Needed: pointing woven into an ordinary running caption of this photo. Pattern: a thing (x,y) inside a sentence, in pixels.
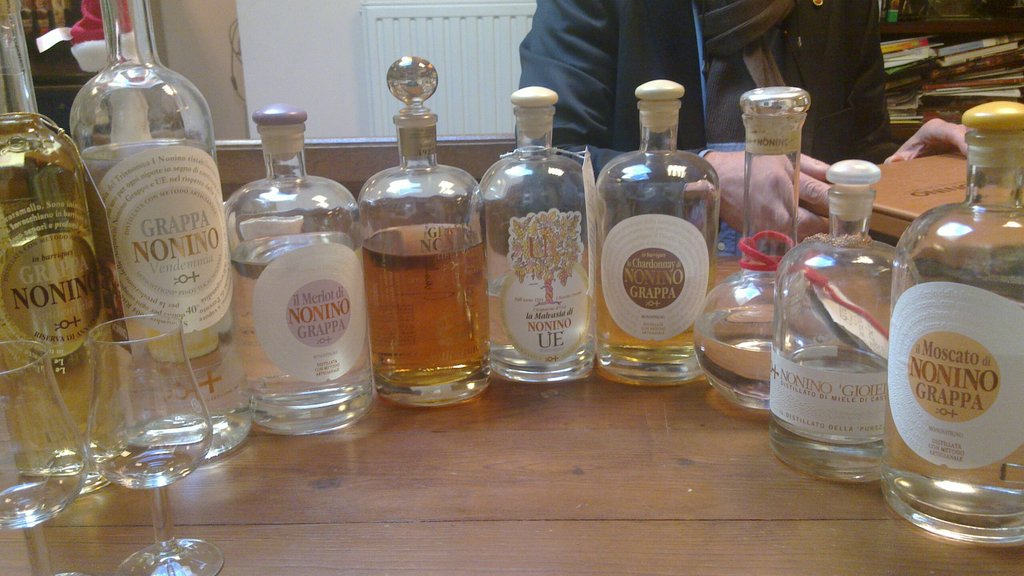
In this image I can see number of bottles (61,324) and glasses (149,410). In the background (724,222) I can see a hand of a person (722,174).
